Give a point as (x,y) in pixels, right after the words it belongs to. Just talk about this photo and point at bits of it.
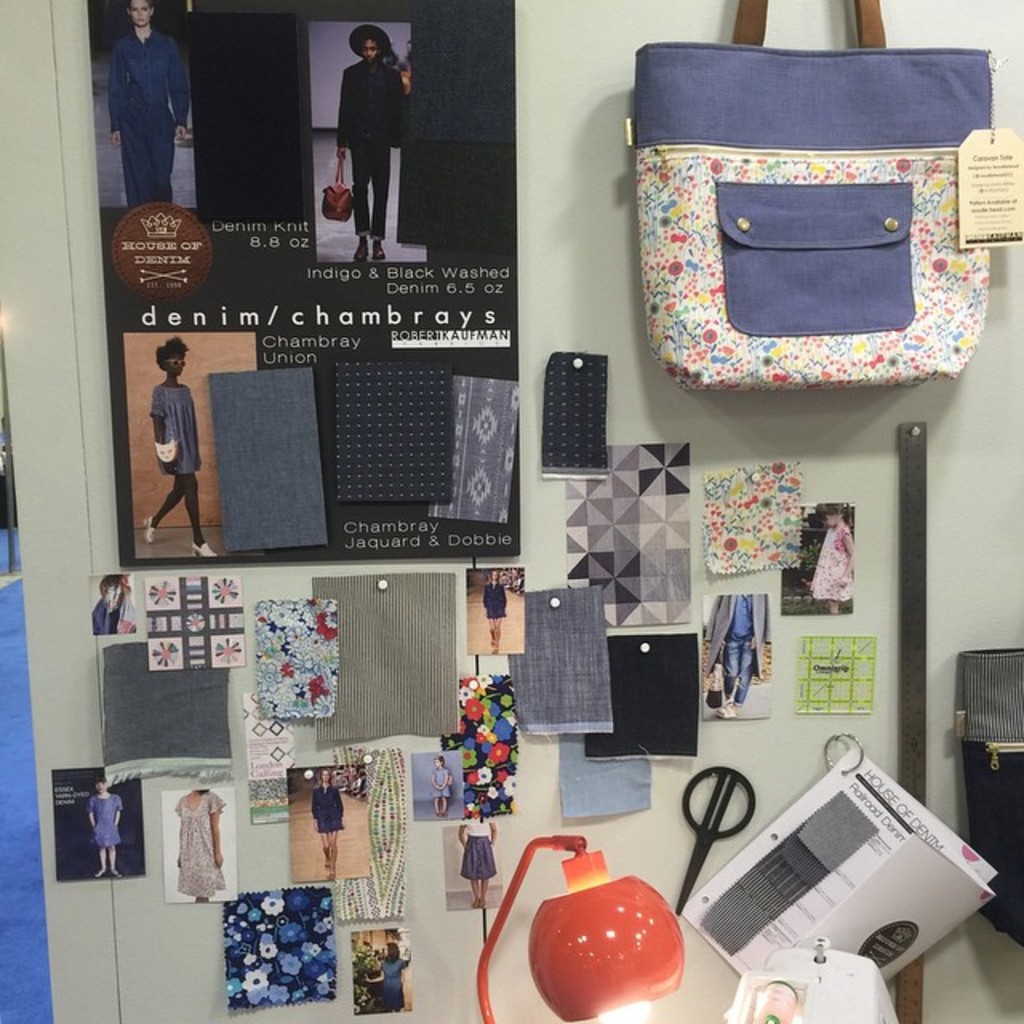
In this image I can see a poster (363,558), few photos (434,763) and handbag (770,290) on this wall (592,258). I can also see a lamp (623,902) and few papers (890,896).
